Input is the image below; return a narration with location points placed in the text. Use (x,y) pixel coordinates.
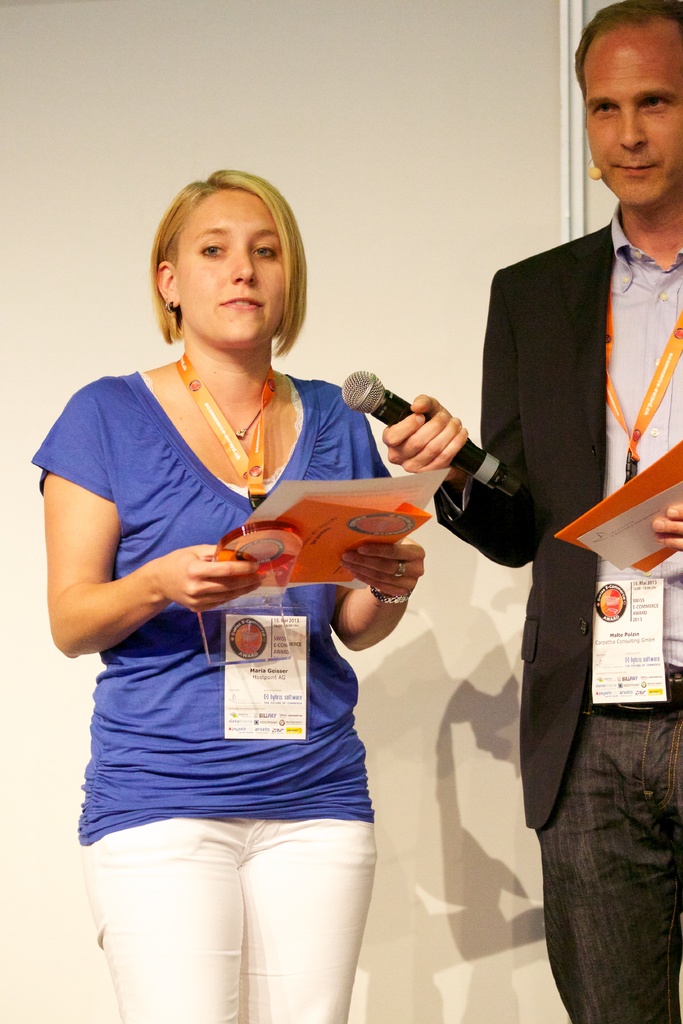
In the center of the image (327,649) we can see a woman (339,962) standing on the floor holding some papers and a disc (261,547). On the right side (579,741) we can see a man (613,822) standing holding some papers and a mic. On the backside (400,471) we can see a wall (31,827).
